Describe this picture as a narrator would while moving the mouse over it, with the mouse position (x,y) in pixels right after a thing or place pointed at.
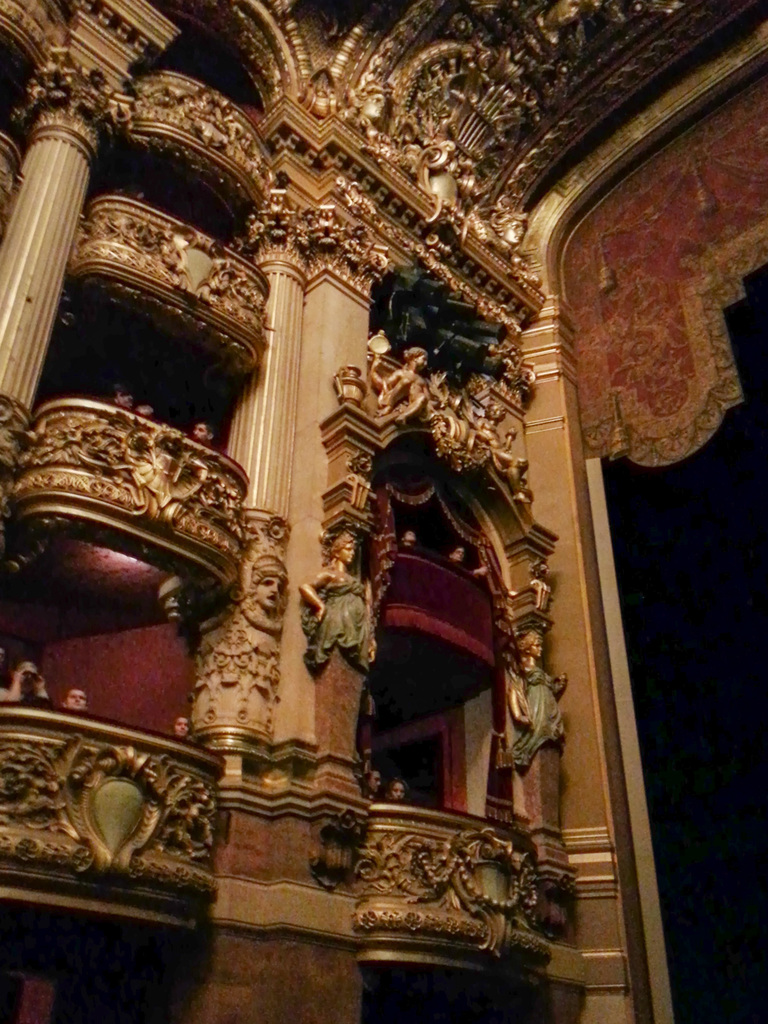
In this image we can see an inside view of a building (471,867) in which we can see group of people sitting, statues (408,393), pillars (5,323) and some lights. In the background (646,355) we can see curtain (672,236).
